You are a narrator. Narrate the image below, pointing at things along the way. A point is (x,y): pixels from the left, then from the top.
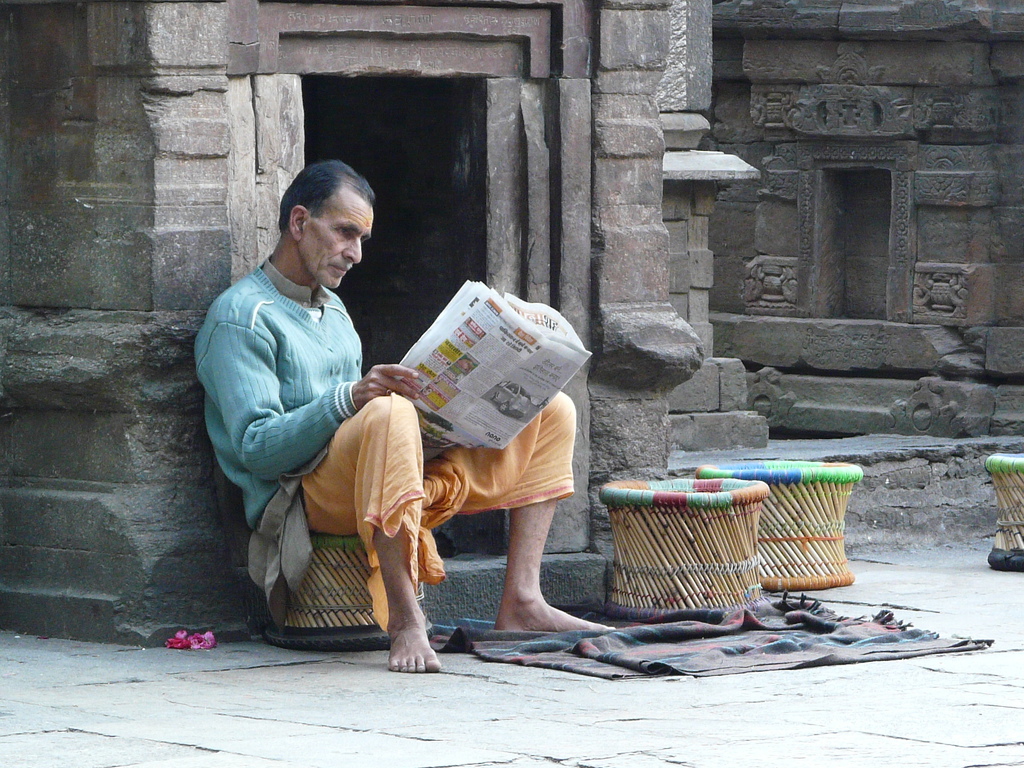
In the center of the image (405,368) we can see a man (301,333) sitting and holding a newspaper (457,393) in his hand (407,387). There are stools (1002,566). In the background (906,526) we can see a building (688,134). At the bottom (725,644) there is a blanket (625,661).
